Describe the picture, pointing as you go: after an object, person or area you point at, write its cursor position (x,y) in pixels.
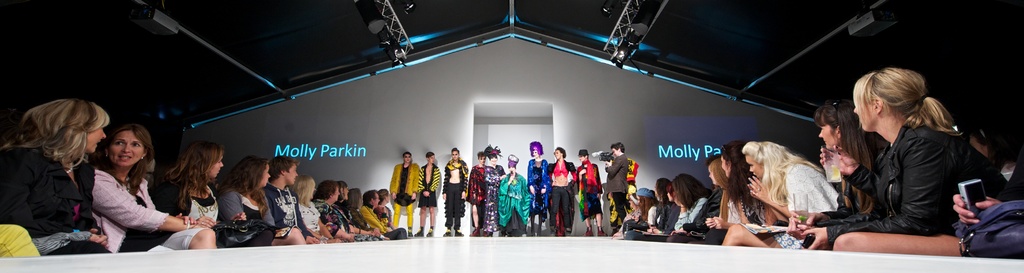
There are some persons (262,184) on the left (179,181) and on the right side of the image (764,182). There is a ramp (530,244) at the bottom of the image (483,260). There are some persons (406,152) standing and wearing clothes (610,184) in the middle of the image (615,172).
